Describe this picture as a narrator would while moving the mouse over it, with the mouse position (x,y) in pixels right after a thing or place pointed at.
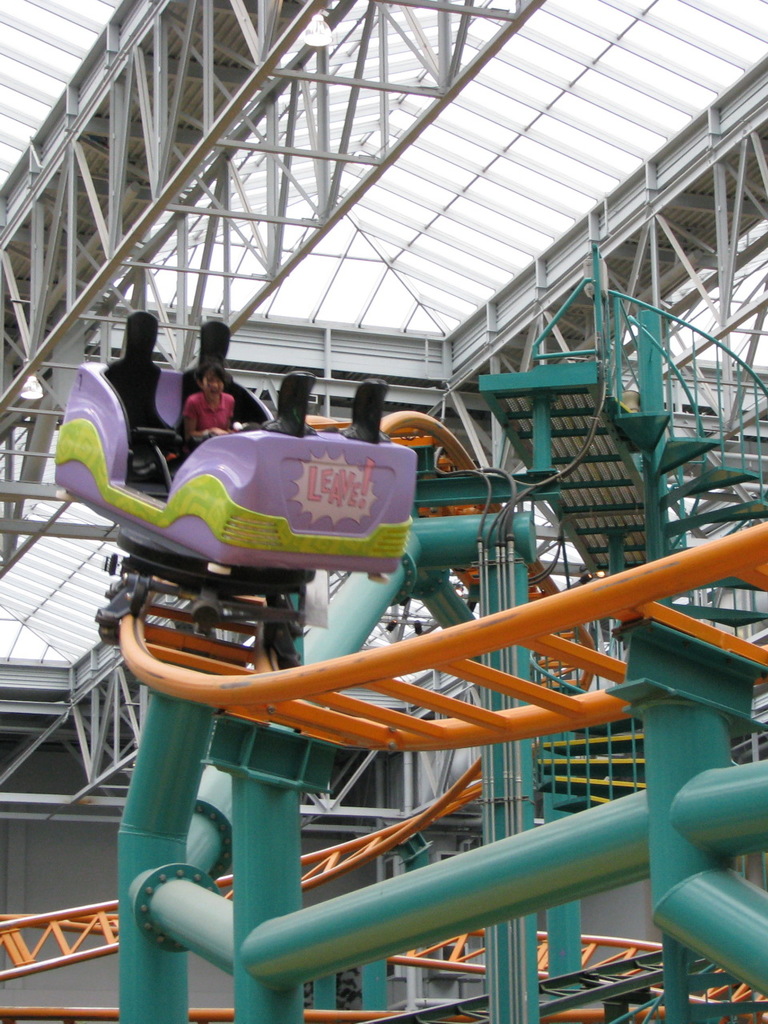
In this image, in the middle (336,520), we can see a woman (208,372) travelling on the electronic instruments (477,778). At the top (468,56), we can see a metal instrument (724,110) and a roof (467,142).
